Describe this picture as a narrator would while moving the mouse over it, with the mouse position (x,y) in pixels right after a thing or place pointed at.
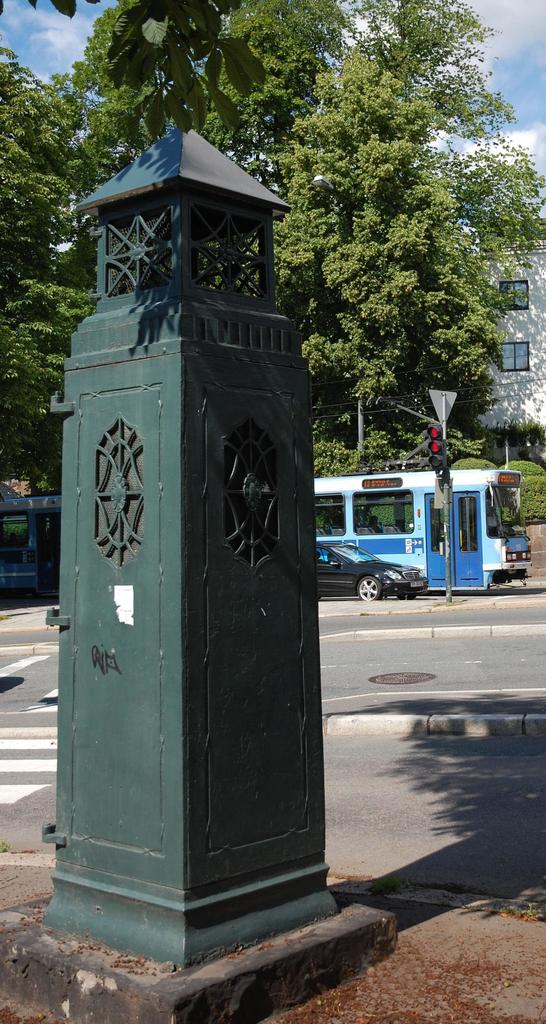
In this image there is a metal structure (147,608), behind this there are few vehicles (458,548) moving on the road (435,595) and there is a signal pole (446,529). In the background (344,213) there are trees (401,266) and buildings (524,335).
